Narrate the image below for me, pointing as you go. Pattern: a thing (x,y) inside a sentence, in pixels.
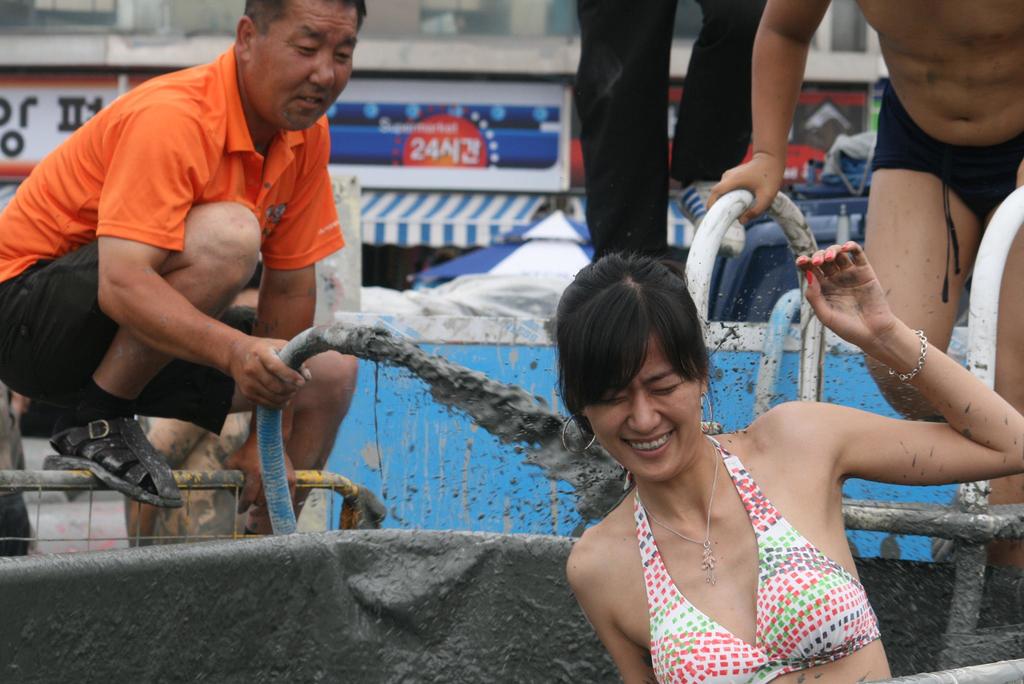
In this image, we can see persons (906,175) wearing clothes (794,609). There are two persons (898,265) holding pipes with their hands (719,182).
